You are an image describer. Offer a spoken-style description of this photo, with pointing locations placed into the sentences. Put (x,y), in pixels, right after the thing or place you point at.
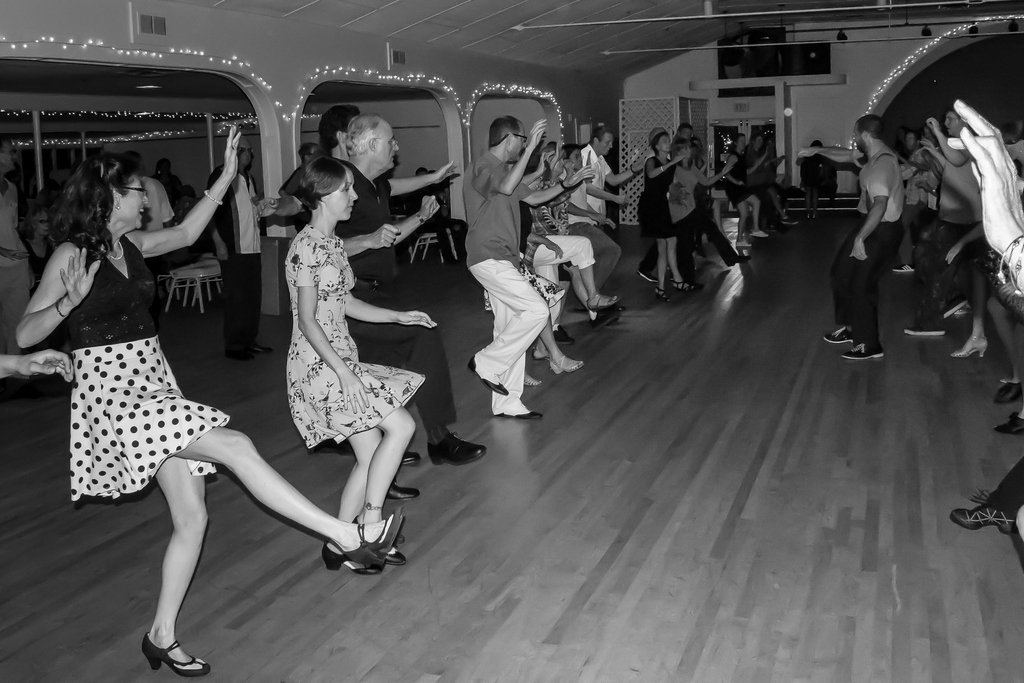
In this picture we can observe some people (668,239) dancing on the floor (606,468). There are men (598,270) and women (664,201) in this picture. We can observe some lights (64,46) decorated on the wall (579,100). This is a black and white image.
